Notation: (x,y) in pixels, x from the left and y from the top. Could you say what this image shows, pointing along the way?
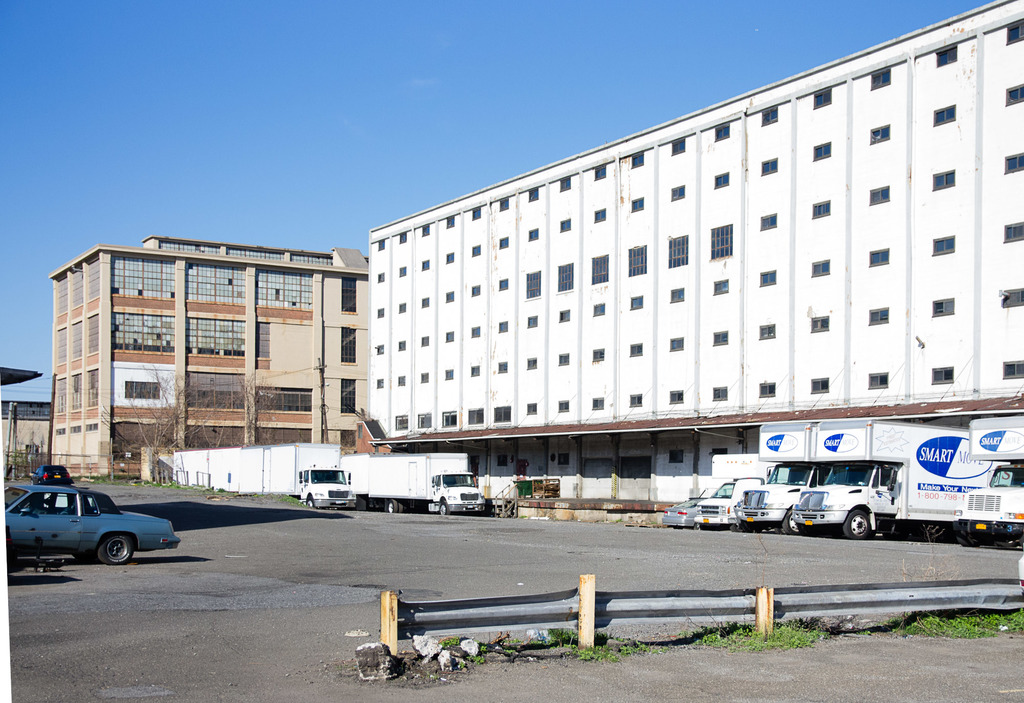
In this image I can see few vehicles (739,522) and the fencing (682,603). In the background (661,338) I can see few buildings (322,272) in white and cream color, few dried trees (146,441) and the sky (408,133) is in blue color.
